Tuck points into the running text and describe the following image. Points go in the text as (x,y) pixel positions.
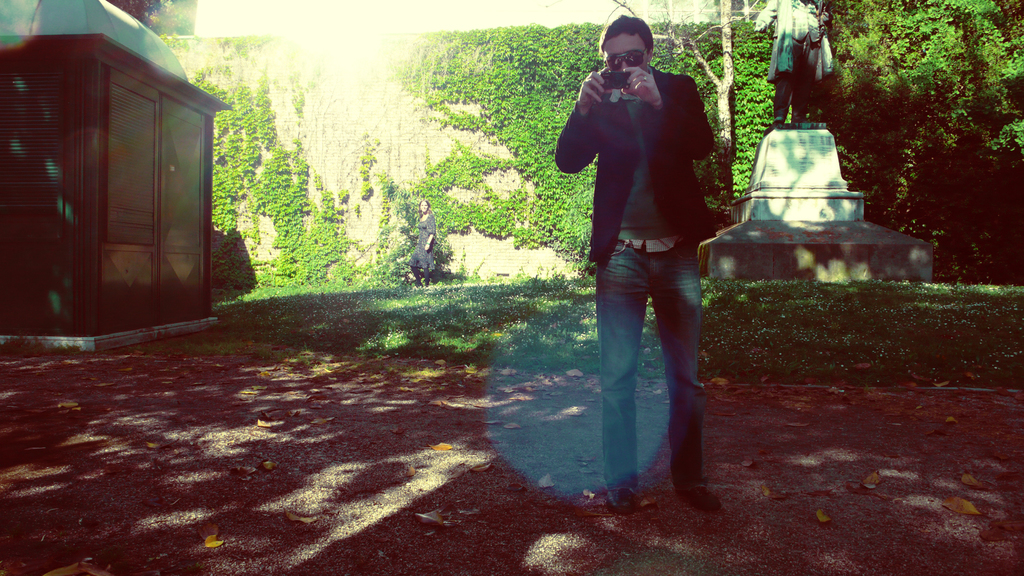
In this image person (672,387) is standing on the road (564,390) by holding the camera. At the left side of the image (128,259) there is a building (137,244). At the background (430,211) there is a person (417,224) walking on the surface (410,298) of the grass (423,315). At the right side of the image (811,234) there is a statue (791,44) and at the background (923,114) there are trees (923,87).
